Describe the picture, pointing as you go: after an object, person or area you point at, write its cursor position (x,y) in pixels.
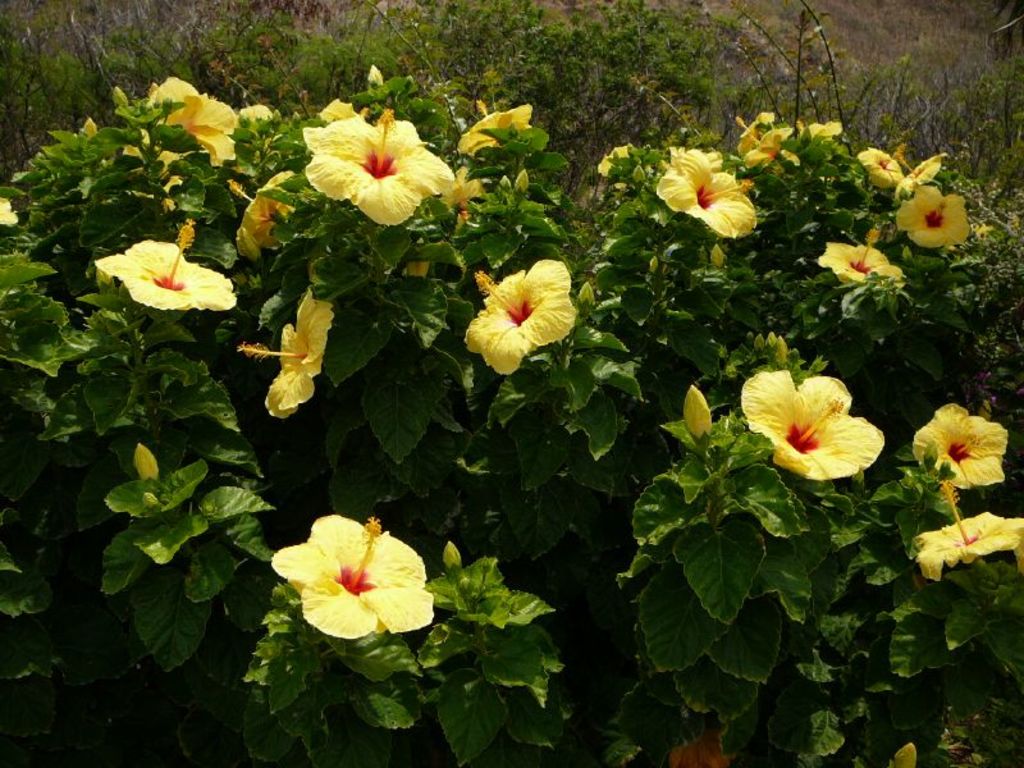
In the center of the image (387,445) there are plants (684,429) and we can see flowers (560,322) which are in yellow color.
